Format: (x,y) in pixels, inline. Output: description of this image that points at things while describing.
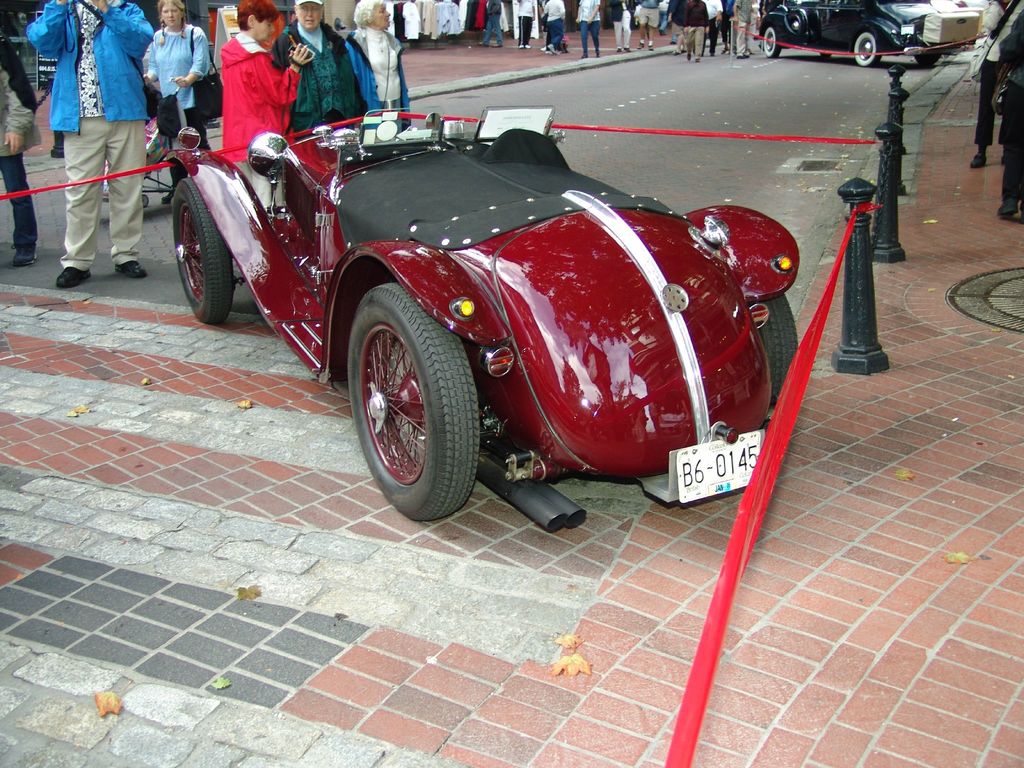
In this image we can see a car (584,330) placed on the surface (485,573). We can also see some poles (875,238) tied with ribbons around it. On the backside (312,86) we can see a group of people (374,82) standing. In that a woman (251,134) is holding a camera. We can also see a car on the road (718,85).
